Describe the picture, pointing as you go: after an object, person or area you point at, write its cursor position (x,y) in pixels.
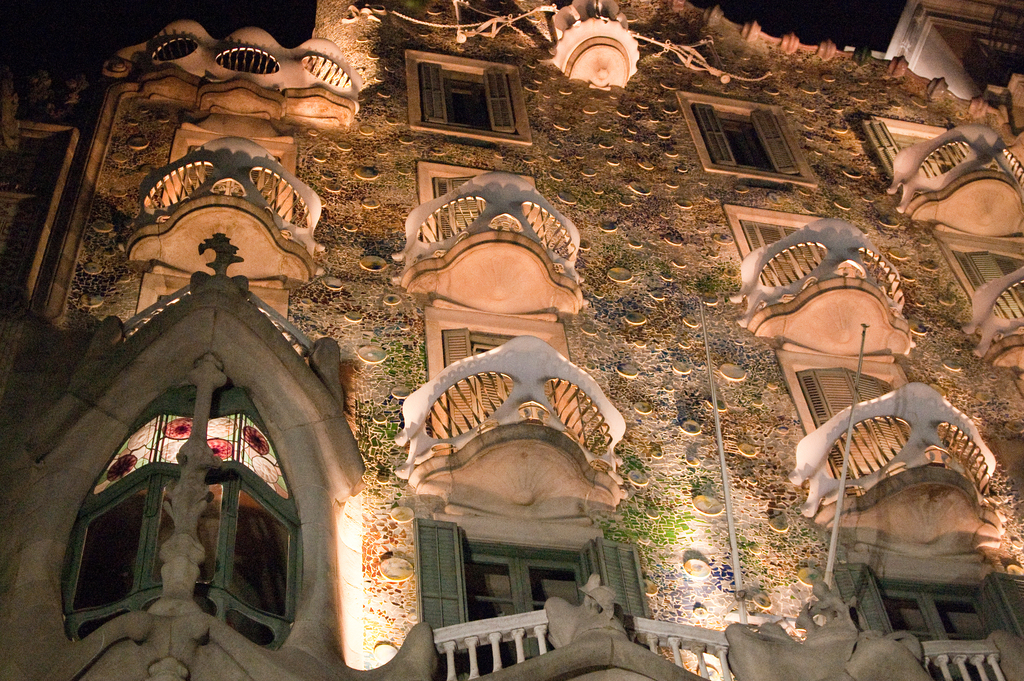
In this image we can see there is a building (587,517).
